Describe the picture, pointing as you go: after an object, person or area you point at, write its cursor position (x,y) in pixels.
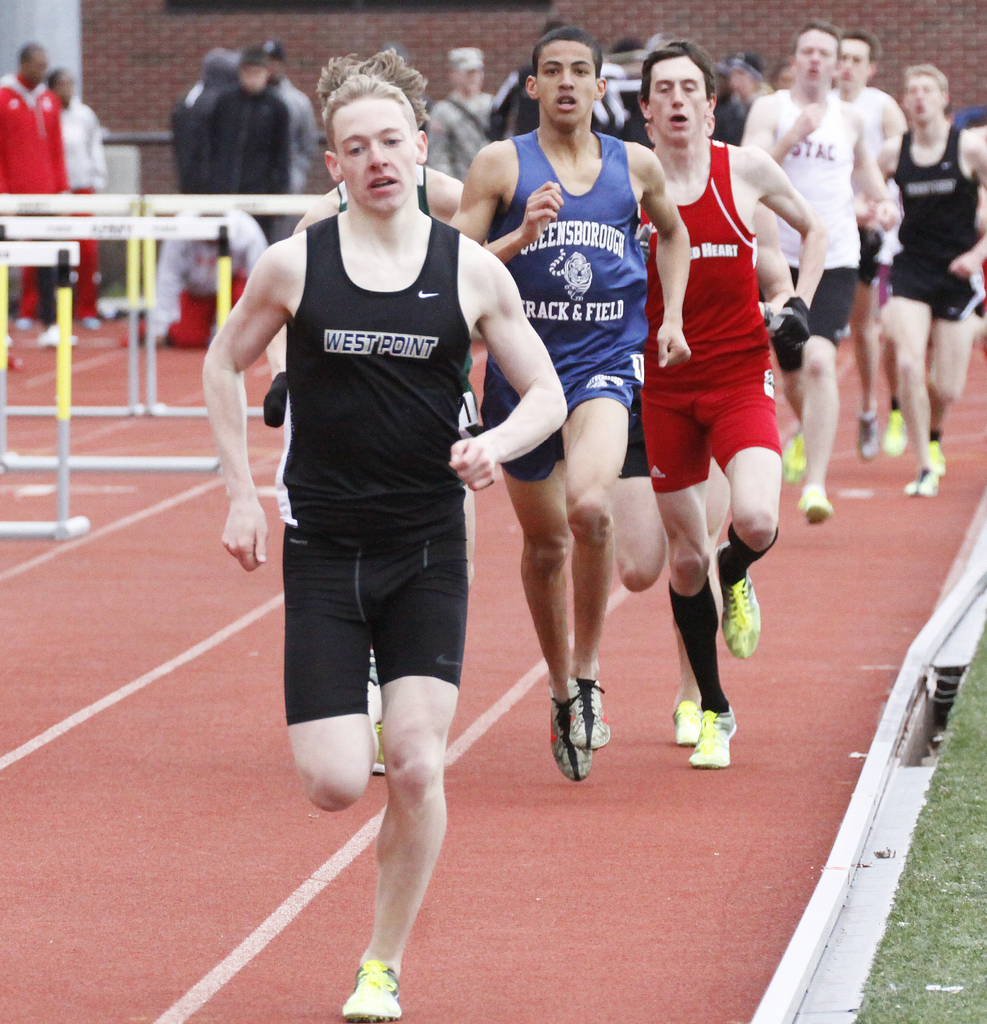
In this image there are many people (661,118) running on the track (23,430). In the background (249,67) there people (408,59), building (609,11). Here there are hurdles (131,237).
